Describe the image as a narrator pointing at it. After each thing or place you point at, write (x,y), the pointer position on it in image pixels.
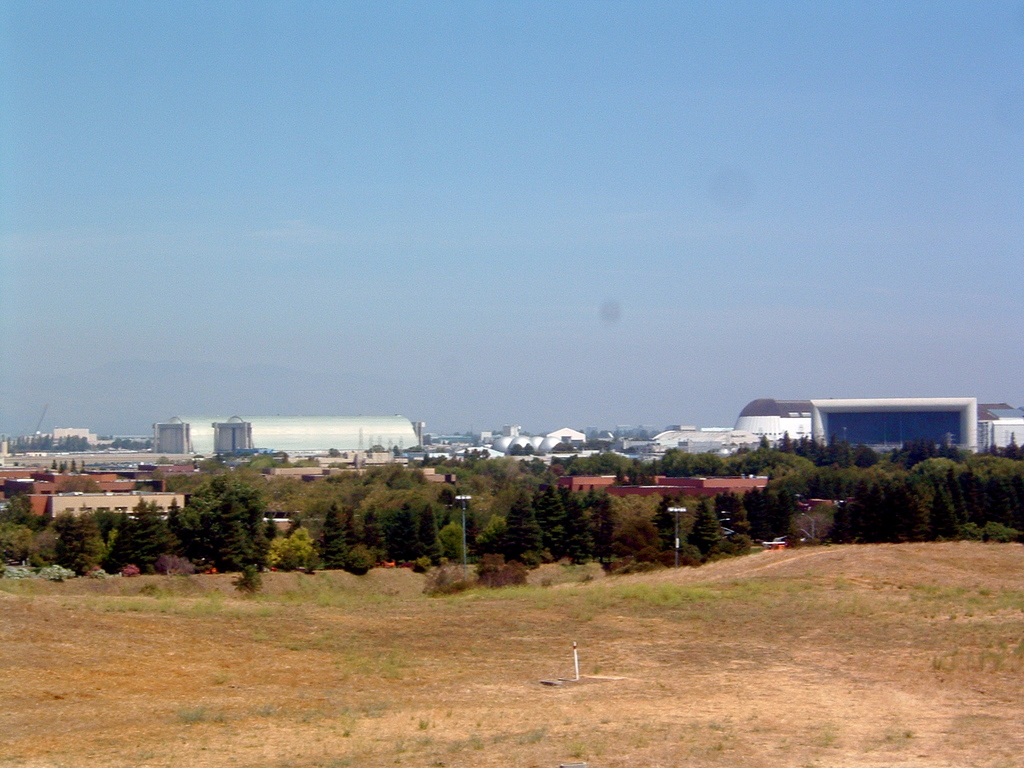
In this image we can see trees (305,528), street poles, street lights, ground (610,590), bushes (723,549), factory equipment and sky (397,408) with clouds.
